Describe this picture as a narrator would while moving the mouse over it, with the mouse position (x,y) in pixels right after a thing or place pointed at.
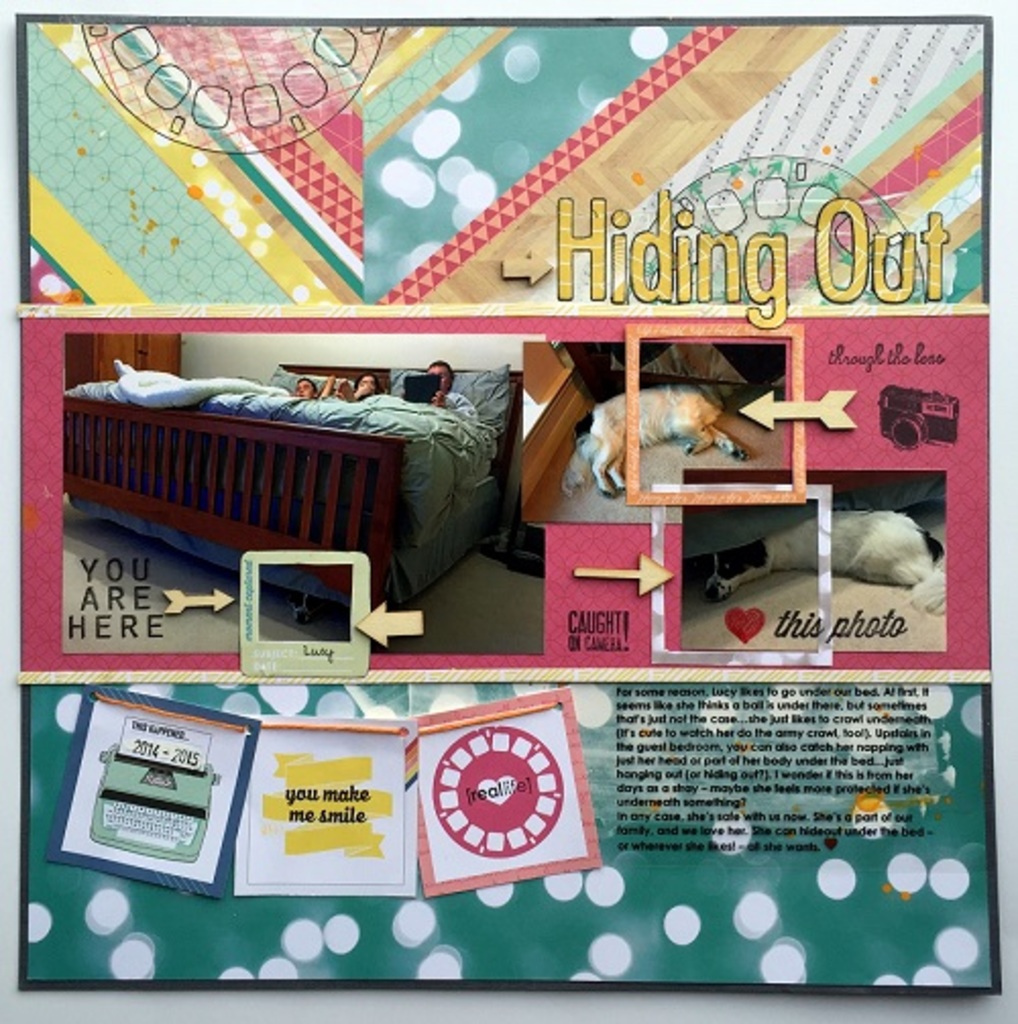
In the image there is a bed (116,475) in the middle (425,555) with few persons (324,396) lying awake on it with a dog picture (544,412) beside it, laying on floor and another dog (923,589) laying on the floor (867,618) with greetings (589,780) below it and graphic pic (696,202) with text (682,219) above it.
